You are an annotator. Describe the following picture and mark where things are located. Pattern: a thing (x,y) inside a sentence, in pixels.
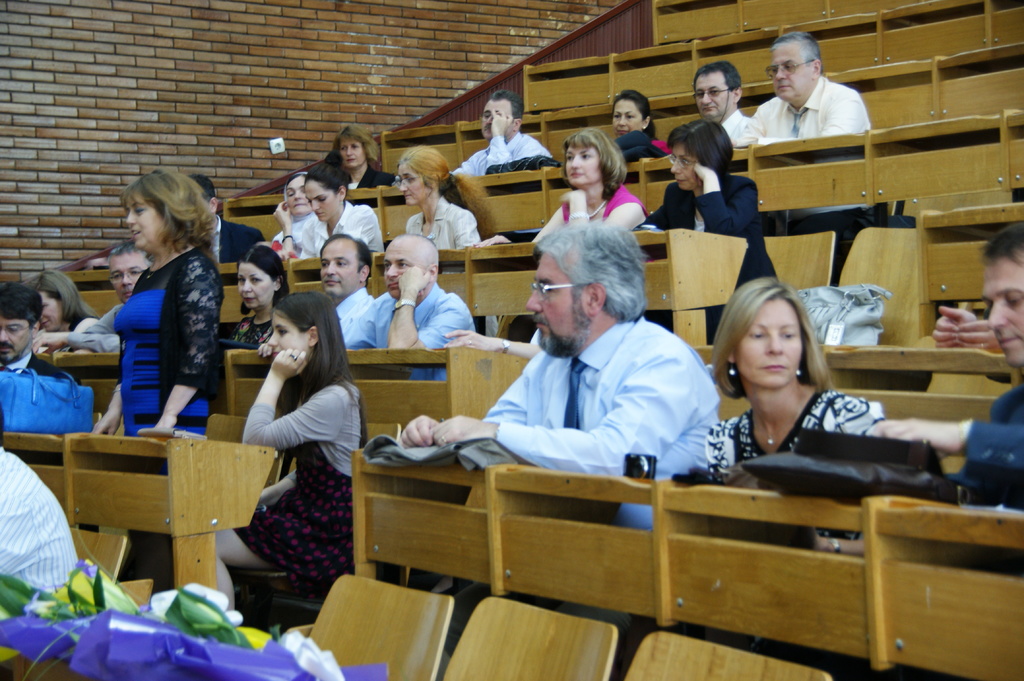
In this picture we can see group of people (427,375), few are seated and a woman (184,338) is standing, also we can see bags (809,310) on the tables (514,479).
